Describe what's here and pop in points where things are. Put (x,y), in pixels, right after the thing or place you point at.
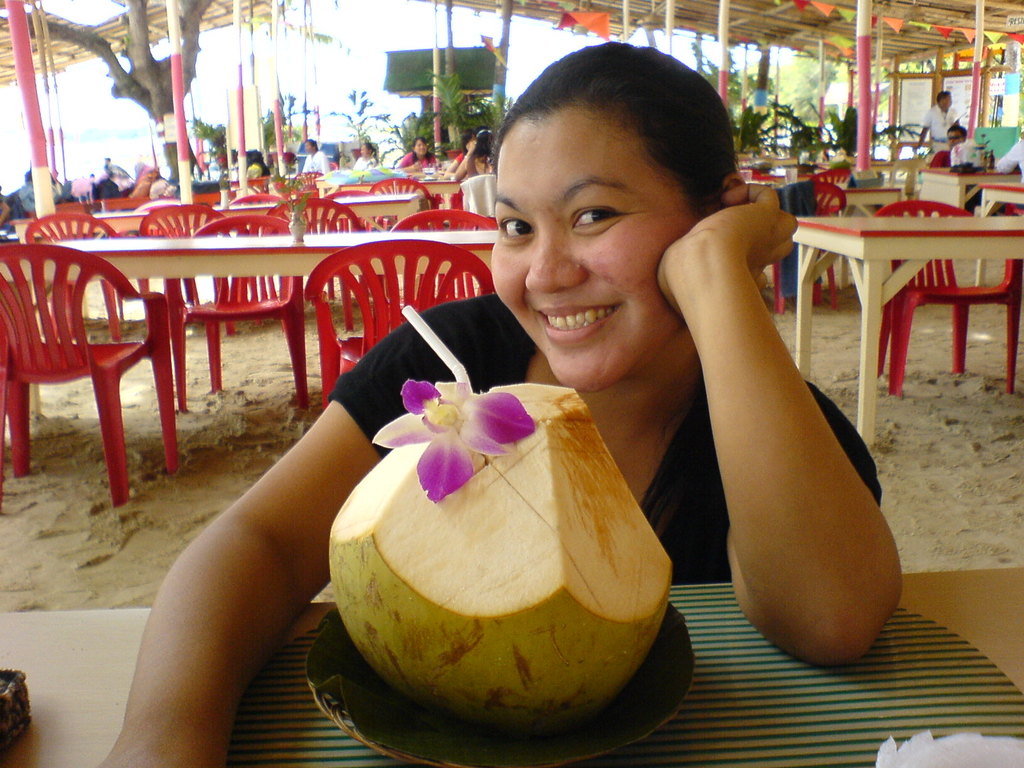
In this picture we can see a woman (577,252) who is sitting on the chair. This is table (47,650). On the table (60,623) there is a coconut (553,634). And this is flower (477,433). On the background (55,347) we can see some persons (412,169) are sitting on the chairs (408,182). And this is pole (859,63) and these are the plants (802,143).
